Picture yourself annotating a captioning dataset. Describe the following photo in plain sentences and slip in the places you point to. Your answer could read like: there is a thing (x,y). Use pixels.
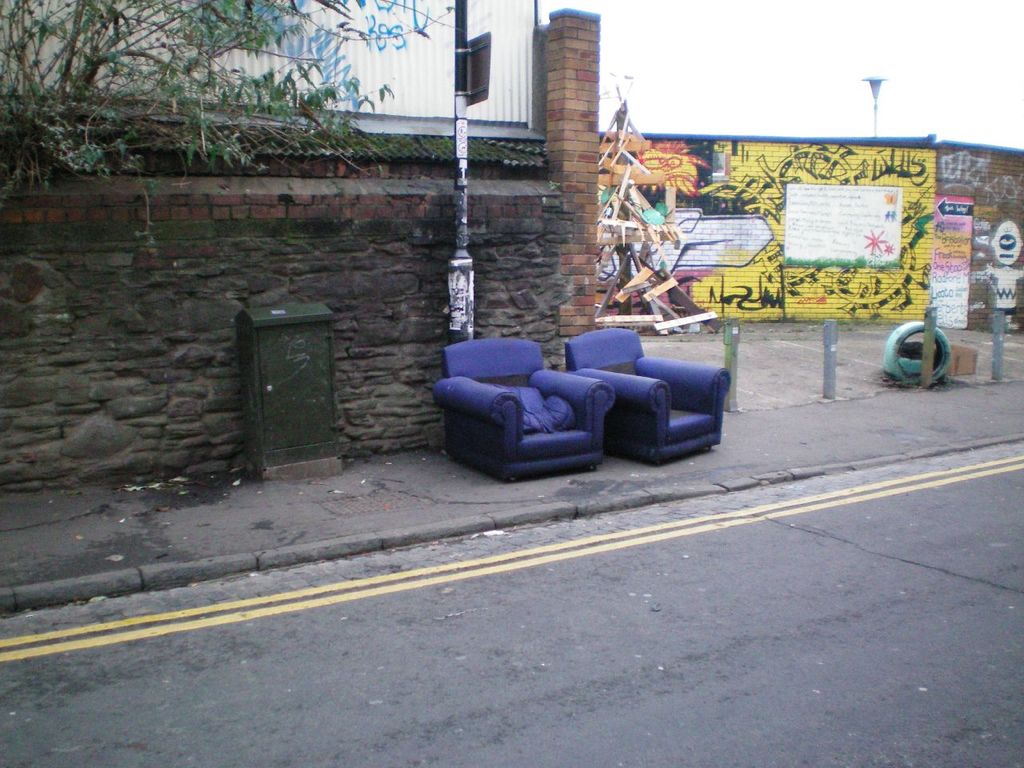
In this image we can see the walls (449,239). On the right side (887,160), we can see the painting (712,261) and text (837,246) on the wall (848,281). In front of the walls (578,296) we can see the wooden objects (674,296), barriers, couches (675,363), a box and a pole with a board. In the top left (252,55), we can see a tree (254,35) and a metal wall (368,87). At the top (747,64) we can see the sky (863,98).
